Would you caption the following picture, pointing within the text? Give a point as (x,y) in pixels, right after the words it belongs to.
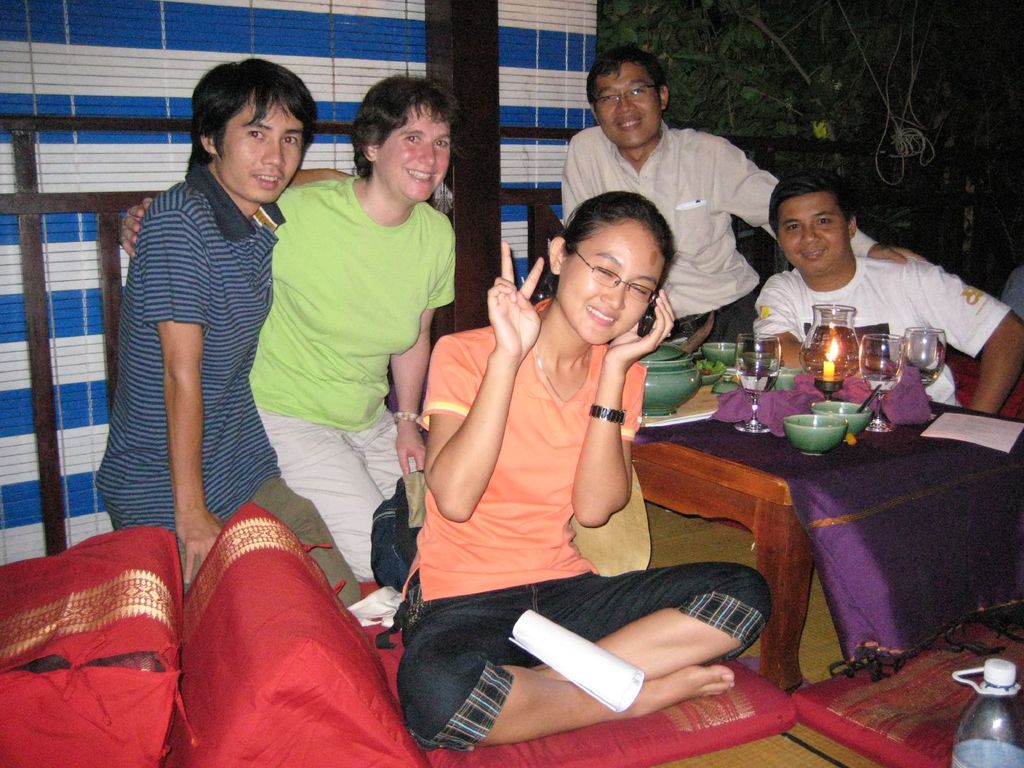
In the middle of the image (509,295) a woman (453,503) is sitting and smiling. Behind her few people (430,147) are sitting and standing and there is a table (693,460), on the table (738,435) there are some bowls (673,400), glasses (892,362) and candle light (852,345) and papers (1009,426). Behind them there is wall (328,51) and there are some trees (998,4).
